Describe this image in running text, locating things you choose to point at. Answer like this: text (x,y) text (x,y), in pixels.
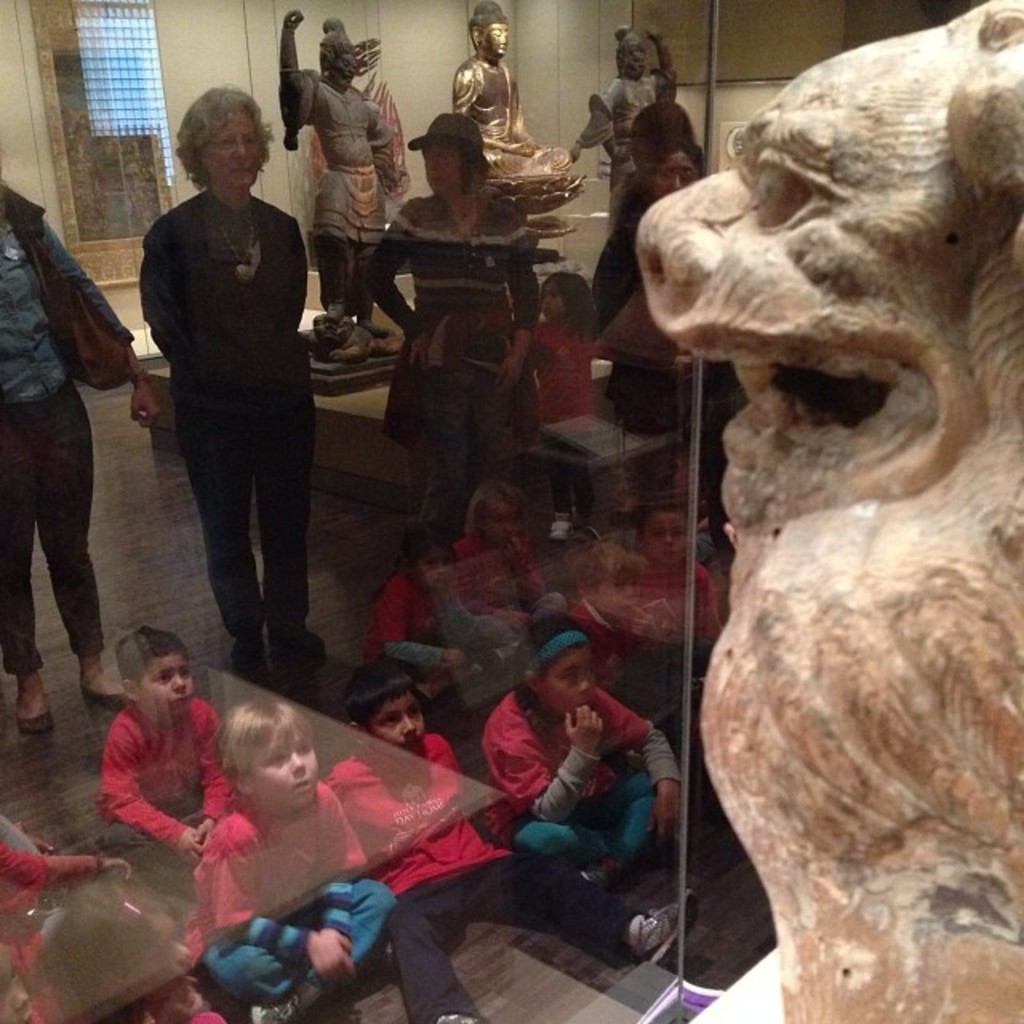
As we can see in the image there are statues (985,624), few people (253,214) and a white color wall (259,87).
